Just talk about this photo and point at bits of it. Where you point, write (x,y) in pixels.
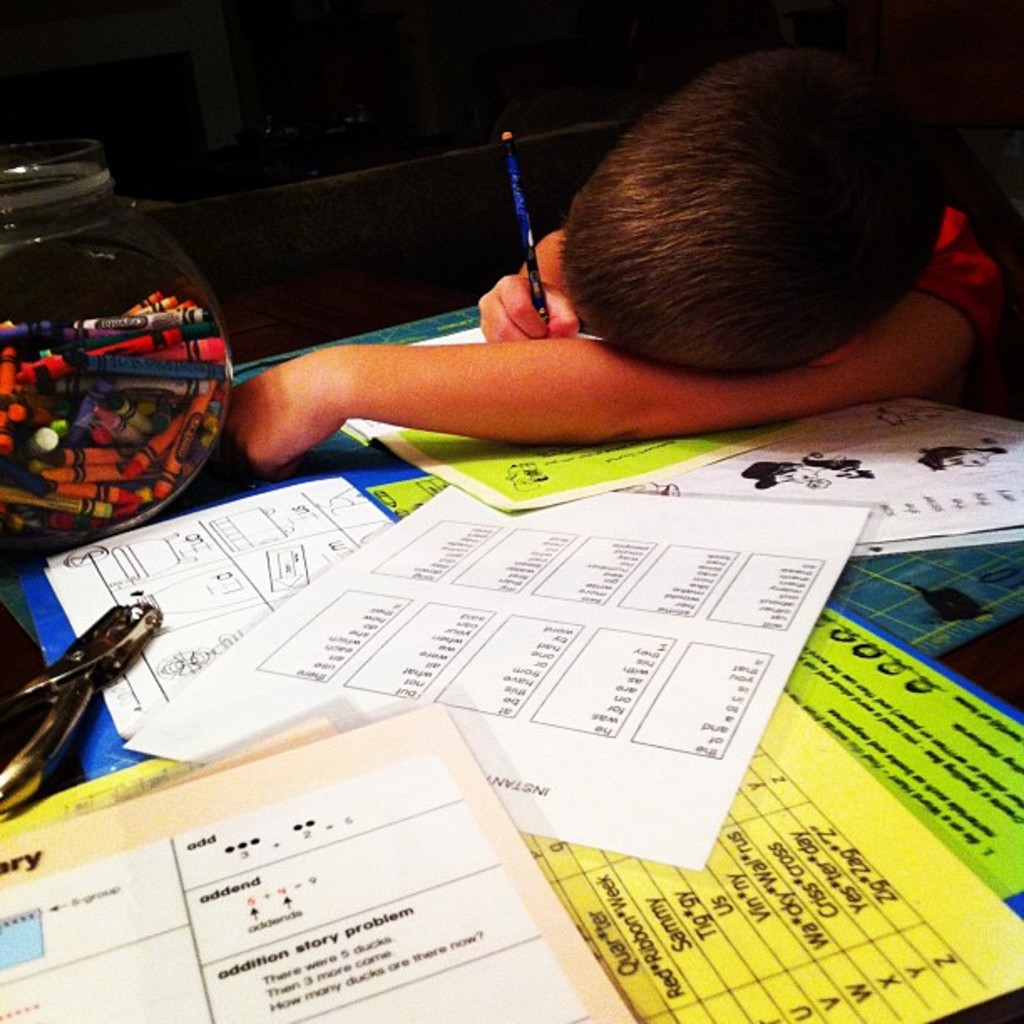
In this image there are crayons (151,433) in a glass bowl (92,206), papers (240,513), punching machine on the table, there is a kid (630,399) holding a pencil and laying on the papers (985,475).
